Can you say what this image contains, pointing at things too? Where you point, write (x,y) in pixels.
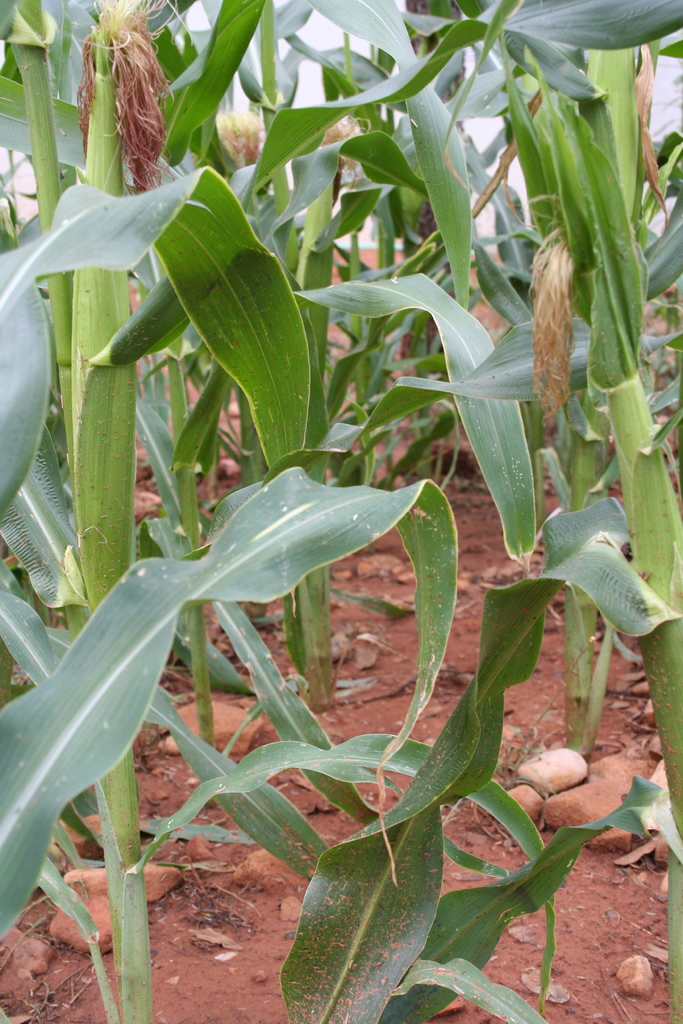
In the image in the center (408,607) we can see soil (393,664), stones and few plants (240,460).
